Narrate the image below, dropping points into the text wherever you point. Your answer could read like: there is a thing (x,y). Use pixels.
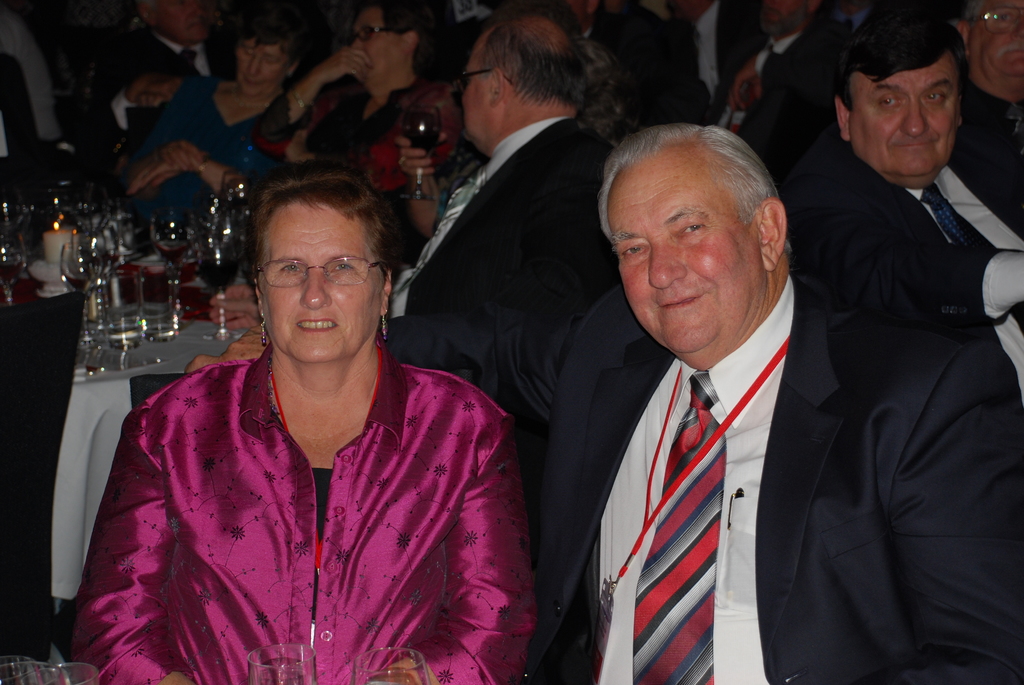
In the picture I can see so many people (573,241) are sitting in front of the table (89,476), on the table (102,477) we can see so many glasses (72,263) and some objects (47,243).
